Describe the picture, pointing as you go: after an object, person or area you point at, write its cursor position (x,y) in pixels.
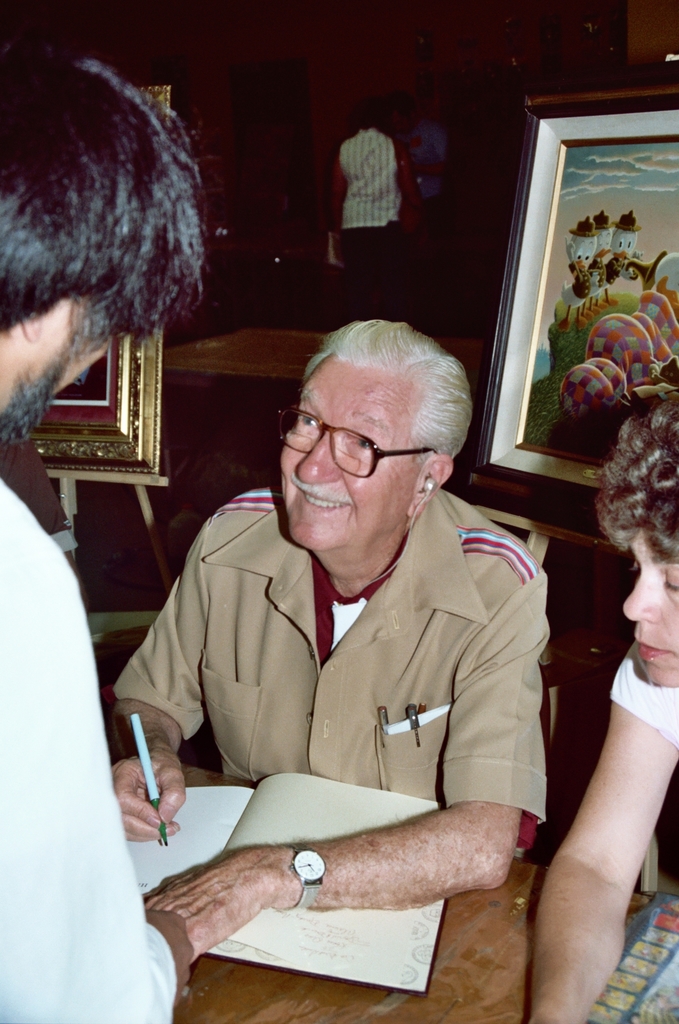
This image consists of three persons (342,714). In the middle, we can see a book (327,932) and a pen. In the background (667,370), there are photo frames (647,332). And we can see a person (410,215) standing.
